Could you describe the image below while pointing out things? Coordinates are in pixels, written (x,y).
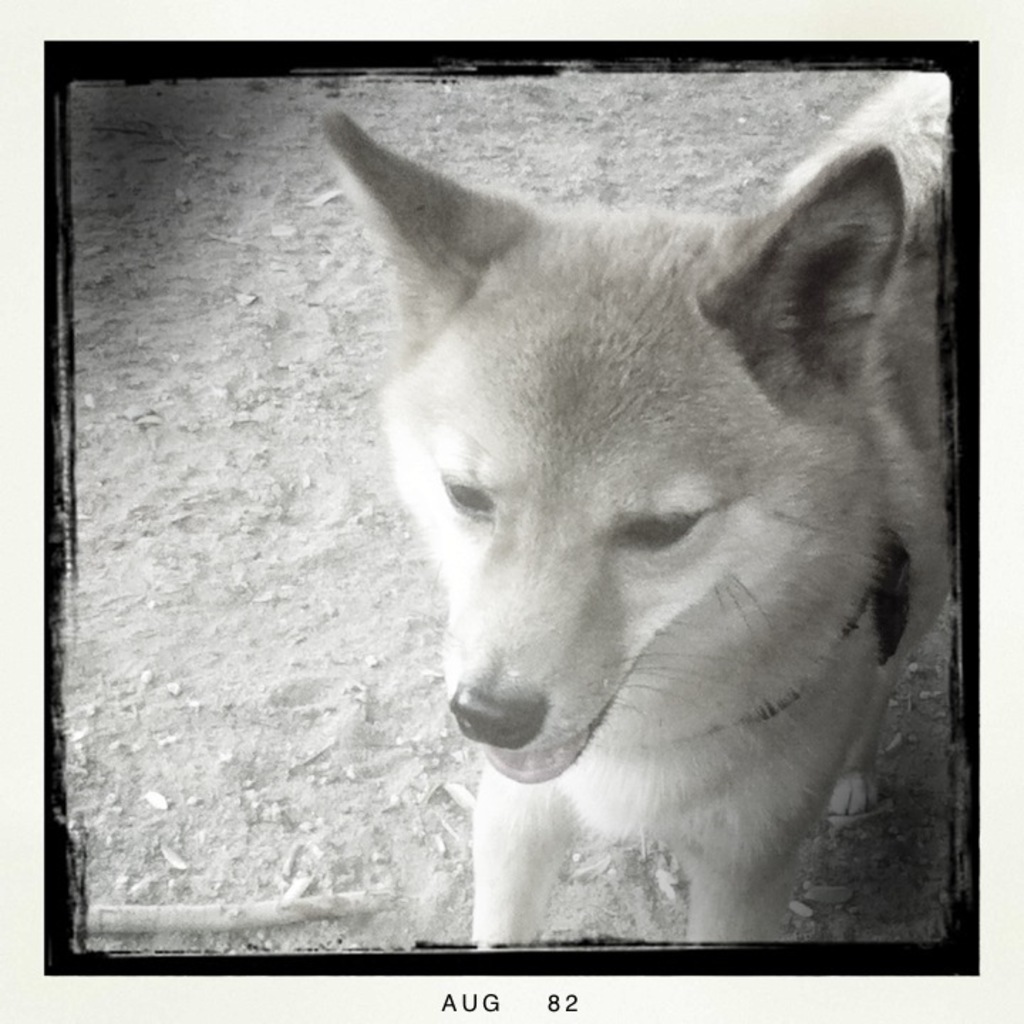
In this image we can see a dog (682,614).
